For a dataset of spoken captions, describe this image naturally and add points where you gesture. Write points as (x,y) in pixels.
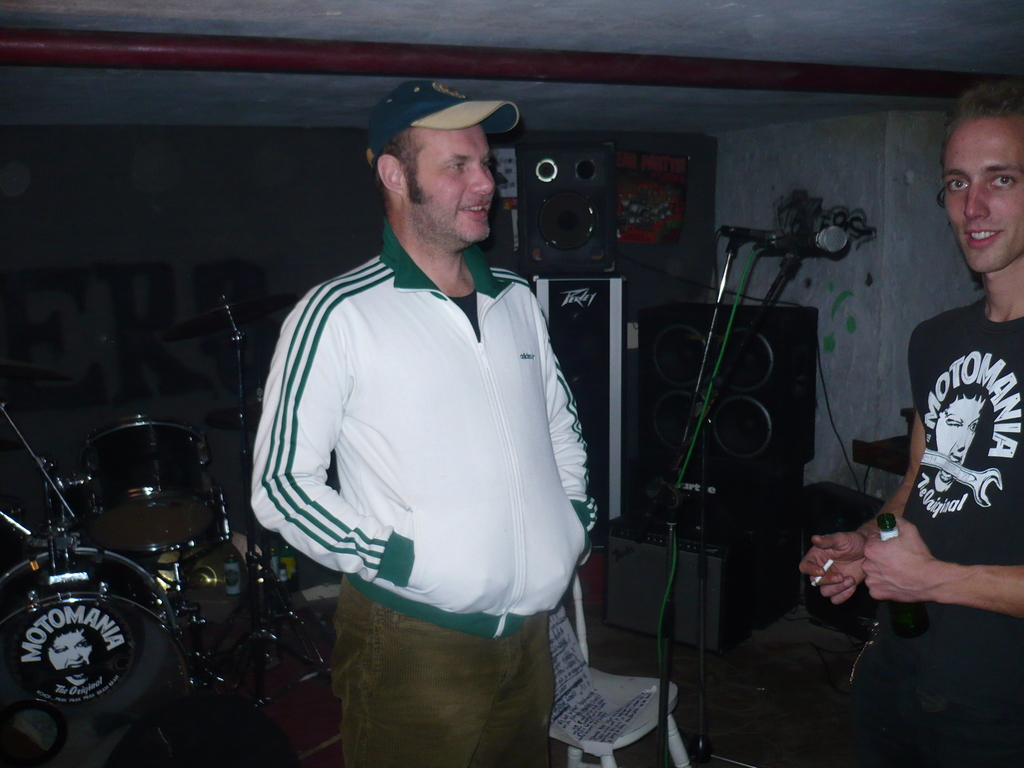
In the image we can see there are two men (555,504) standing and the man (866,654) is holding beer bottle (908,615) in his hand (894,568). Behind there is a drum set (182,509) and there are speakers (801,406). There is a mic (821,247) with a stand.
